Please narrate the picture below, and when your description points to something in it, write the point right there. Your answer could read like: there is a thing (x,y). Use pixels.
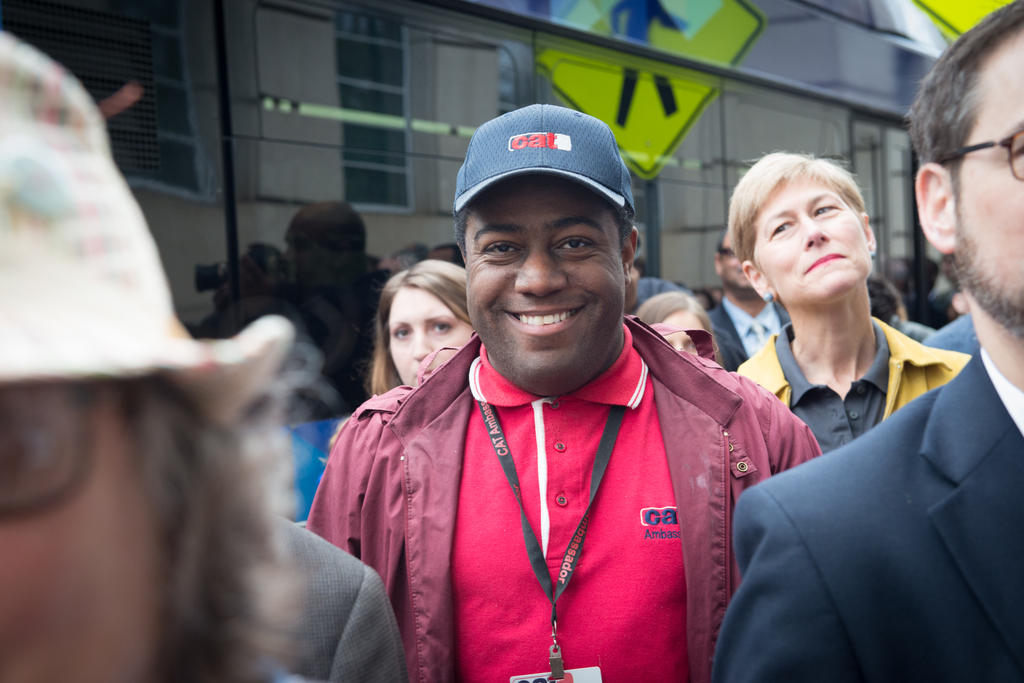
In the center of the image (508,347) there is a person (408,586) wearing a maroon color jacket (419,627) and blue cap (610,198), around him there are many people (89,614). In the background of the image (435,172) there is a vehicle (434,185). There is a sign board (698,38).
